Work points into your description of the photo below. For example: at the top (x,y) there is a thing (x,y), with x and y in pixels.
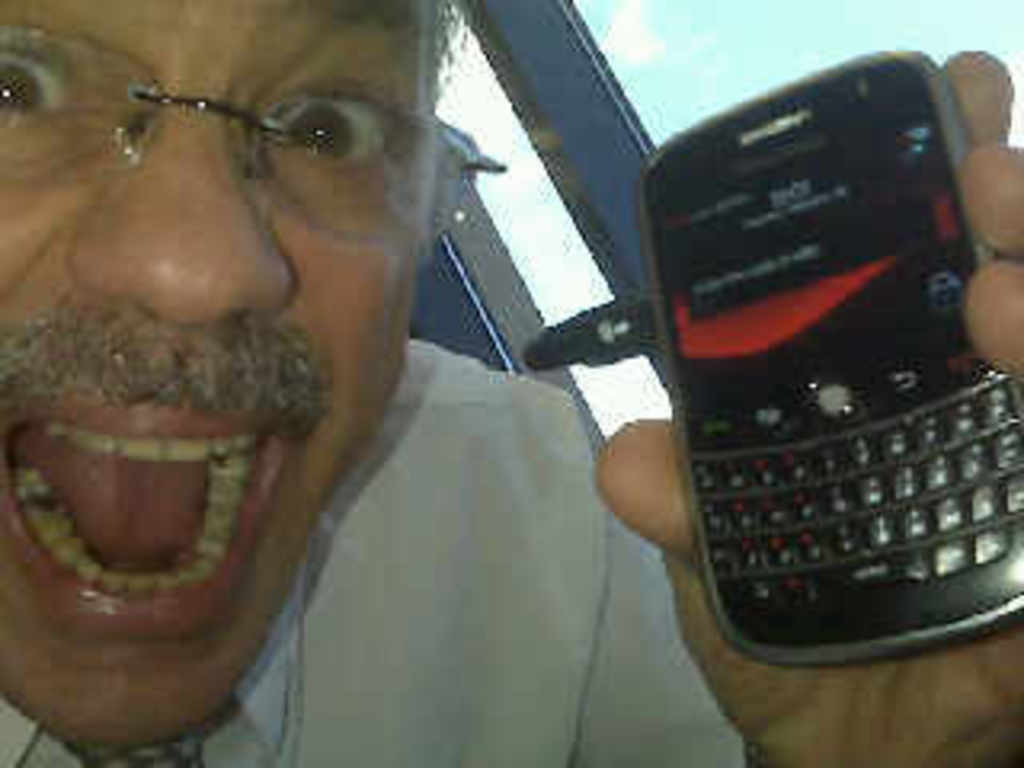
In this picture we can see man (72,392) wore spectacle (277,155) holding mobile (815,141) in his hand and shouting and beside to him we can see window (564,267), glass (554,228).
